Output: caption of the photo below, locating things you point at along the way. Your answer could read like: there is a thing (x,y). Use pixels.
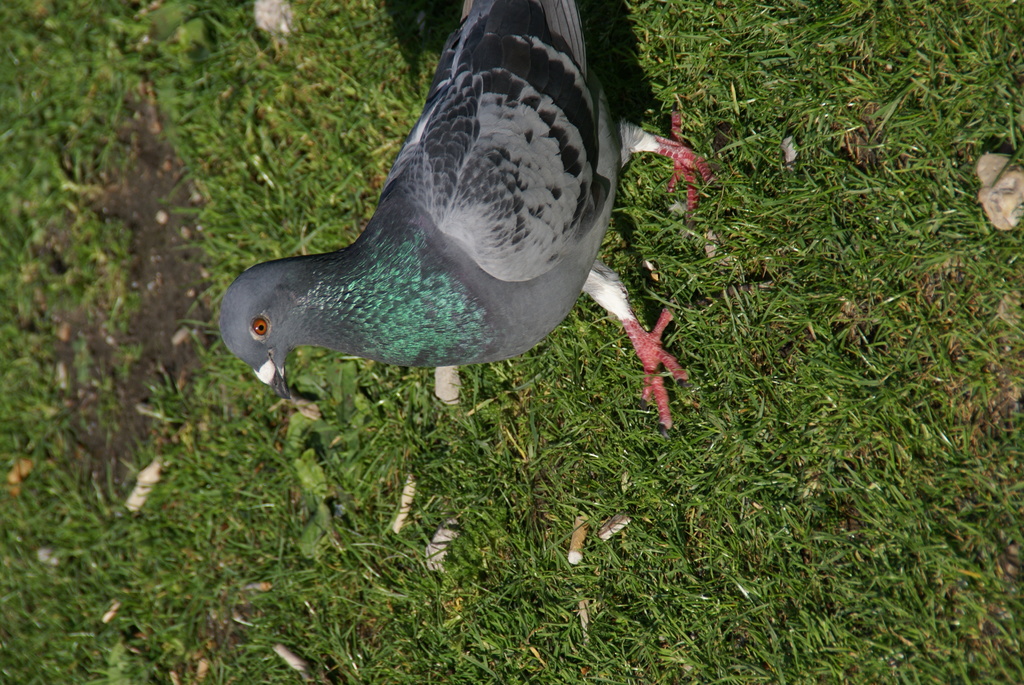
In this picture I can observe pigeon (457,244) on the ground (368,205). This pigeon (289,290) is in grey color. I can observe some grass (509,448) on the ground (559,405).
